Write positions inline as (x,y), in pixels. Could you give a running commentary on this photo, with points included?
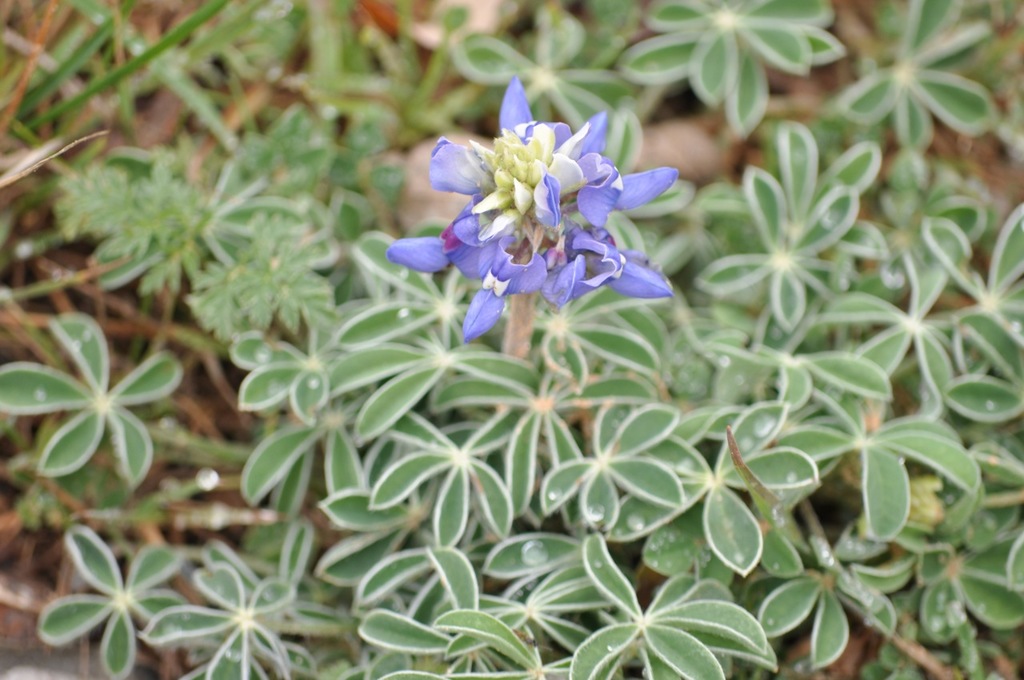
In the image there are purple flowers (573,225) to a plant (564,276) and there are many plants (426,411) on the land (198,496).
